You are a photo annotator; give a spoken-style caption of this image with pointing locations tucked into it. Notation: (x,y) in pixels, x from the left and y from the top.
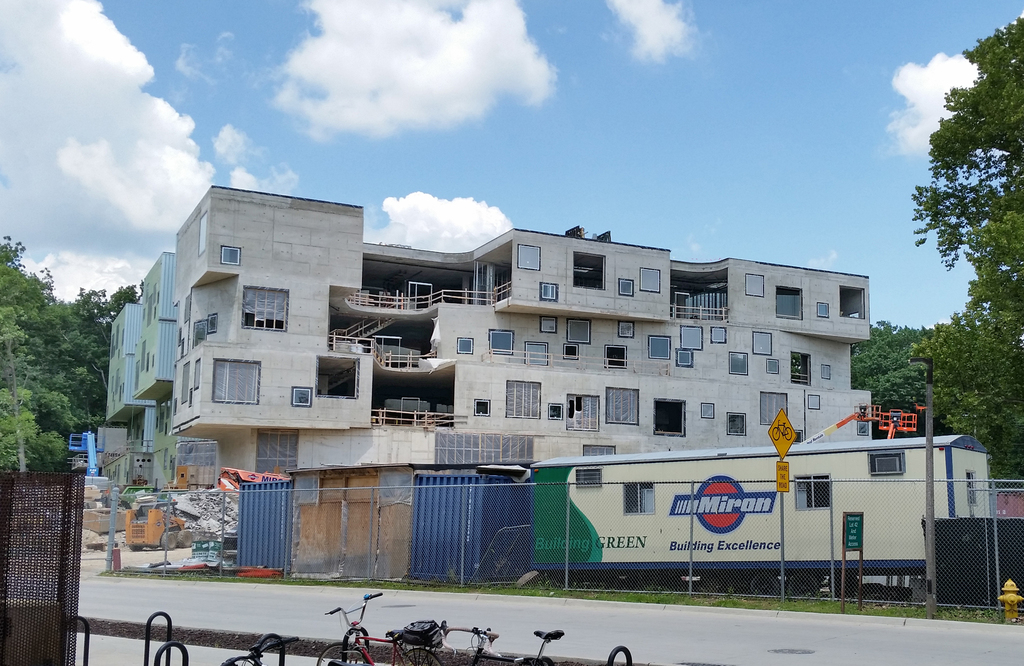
This picture is clicked outside. In the foreground (88,628) we can see the bicycles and the metal rods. In the center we can see the text (742,499) on an object (629,484) which seems to be the vehicle (799,532) and we can see the green grass (973,608), metal sheets (419,532), vehicles (144,515) and many other objects (402,474). In the background (677,74) we can see the sky (702,125) with the clouds (136,159) and we can see the trees (1017,175) and the buildings (247,325) and some other items (893,423).
